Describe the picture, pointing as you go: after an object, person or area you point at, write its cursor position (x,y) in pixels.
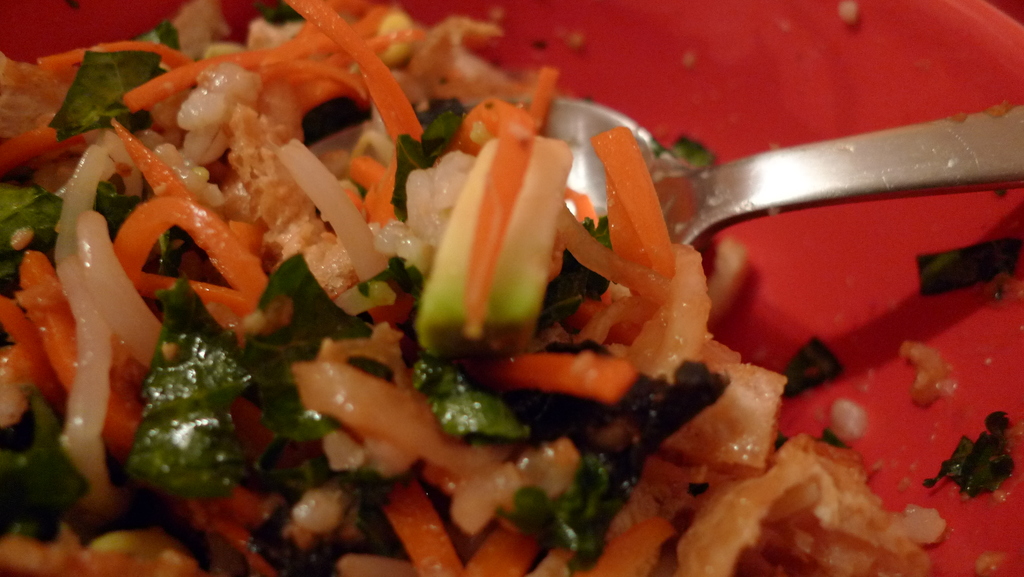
In this image I can see cut vegetables (376,259), food items (307,310) and a spoon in a plate (1021,399). This image is taken may be in a room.
